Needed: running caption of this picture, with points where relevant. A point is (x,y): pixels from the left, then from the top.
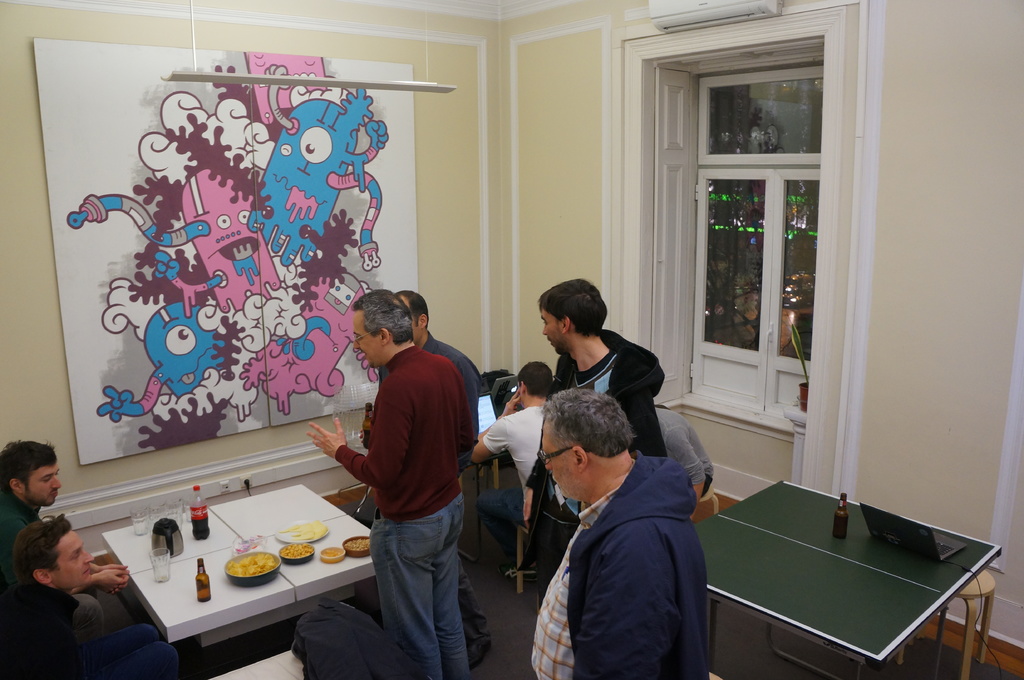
As we can see in the image, there is a board (345,197), wall (550,196), window (722,188), table (794,531). Few people (597,526) standing over here. On table (192,543) there are bottles (203,564), glasses (173,517) and plates (249,562).
